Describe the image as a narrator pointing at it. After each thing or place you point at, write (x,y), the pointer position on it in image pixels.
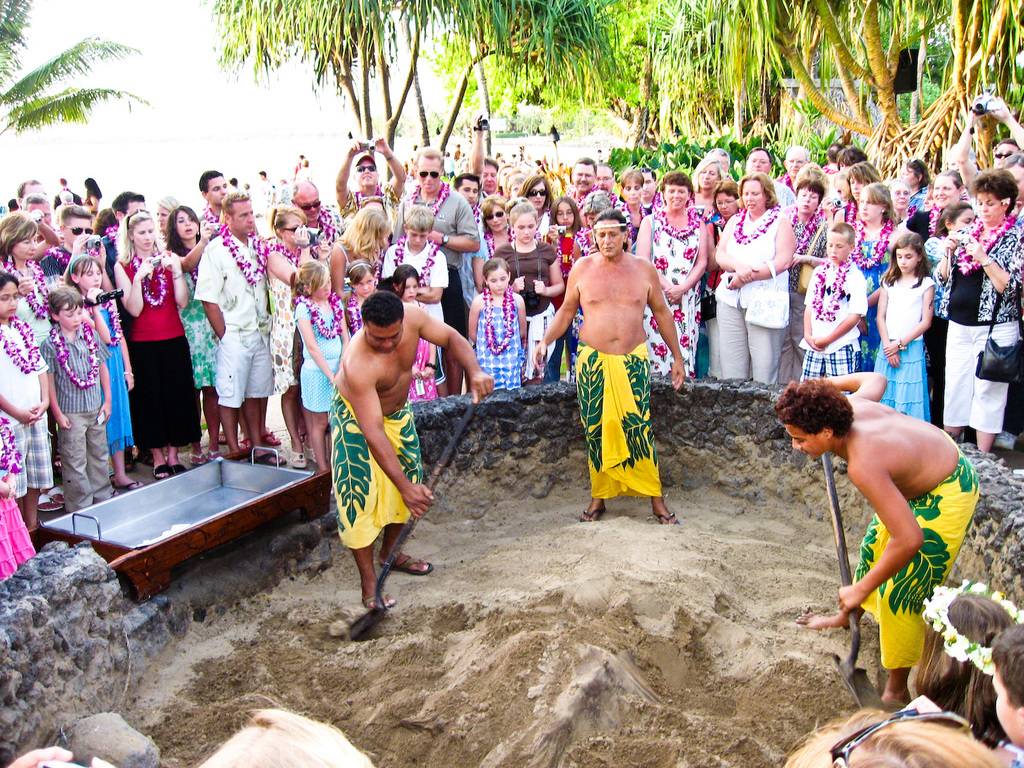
In this image we can see so many people (1006,266) are standing and holding some objects (382,610), two people (421,452) are digging. The small rock wall (1007,563) is there, so many trees (823,139) and one object (216,492) on the surface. At the top (152,45) there is the sky (139,26).
